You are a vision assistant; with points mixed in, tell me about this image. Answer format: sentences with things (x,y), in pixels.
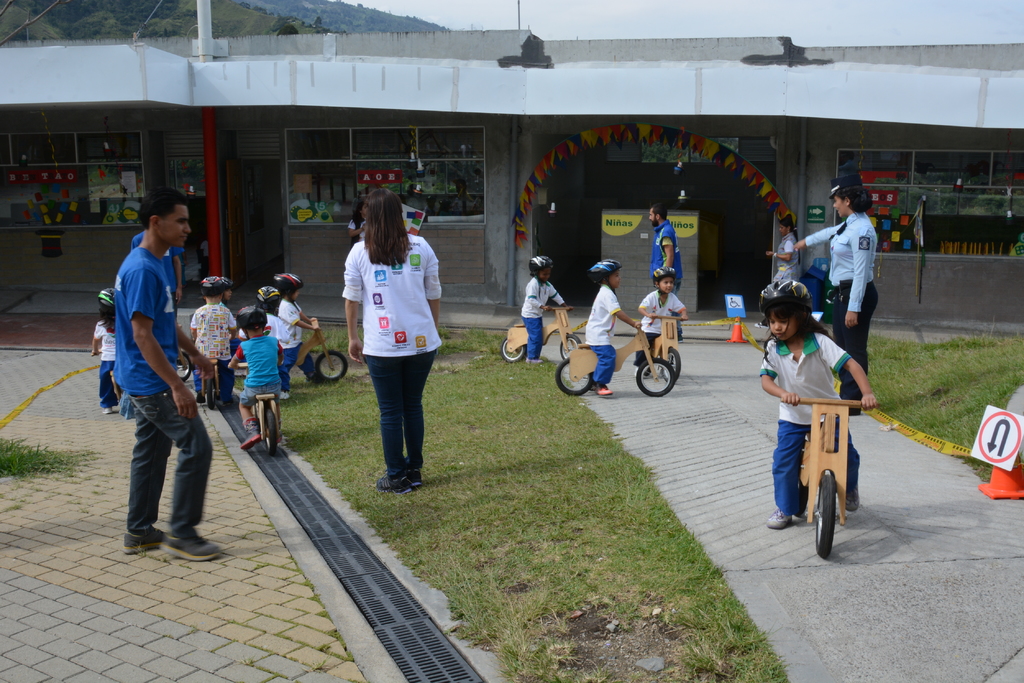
There are kids (299,334) playing with cycles (674,335) wearing helmets (667,270). There are some people (397,283) standing over there. There is a grass lawn (503,522). There is a sign board (990,440). In the background (552,144) there is a building (464,125).
